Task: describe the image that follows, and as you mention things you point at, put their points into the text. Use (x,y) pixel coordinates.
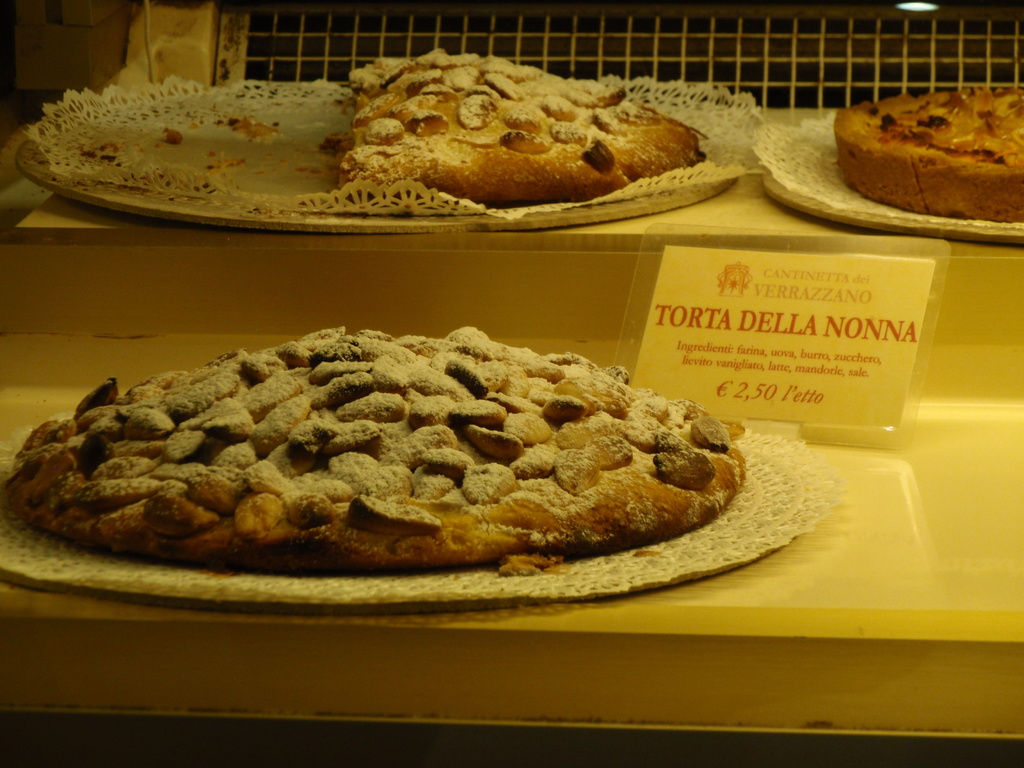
Here in this picture we can see baked items (405,465) present on plates (322,138), which are present over a place (405,300) and on the right side (807,293) we can see the price card (793,262) present.
